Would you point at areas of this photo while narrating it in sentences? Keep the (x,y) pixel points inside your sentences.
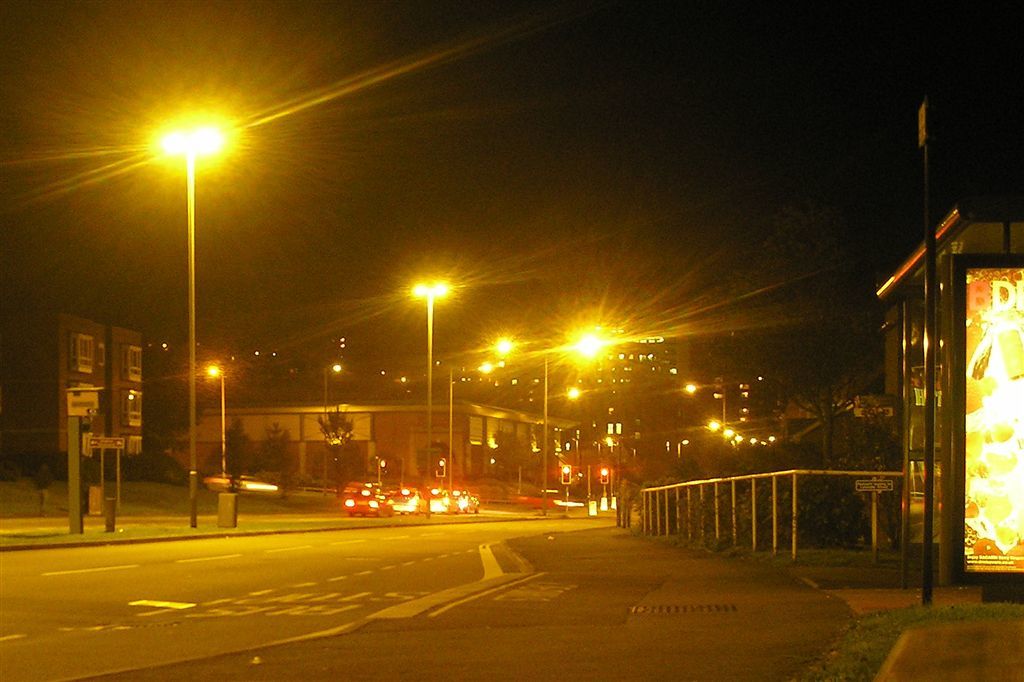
In this image we can see motor vehicles (371,508) on the road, street poles (576,440), street lights (576,389), fence (707,479), trees (787,449) and sky (658,155).
